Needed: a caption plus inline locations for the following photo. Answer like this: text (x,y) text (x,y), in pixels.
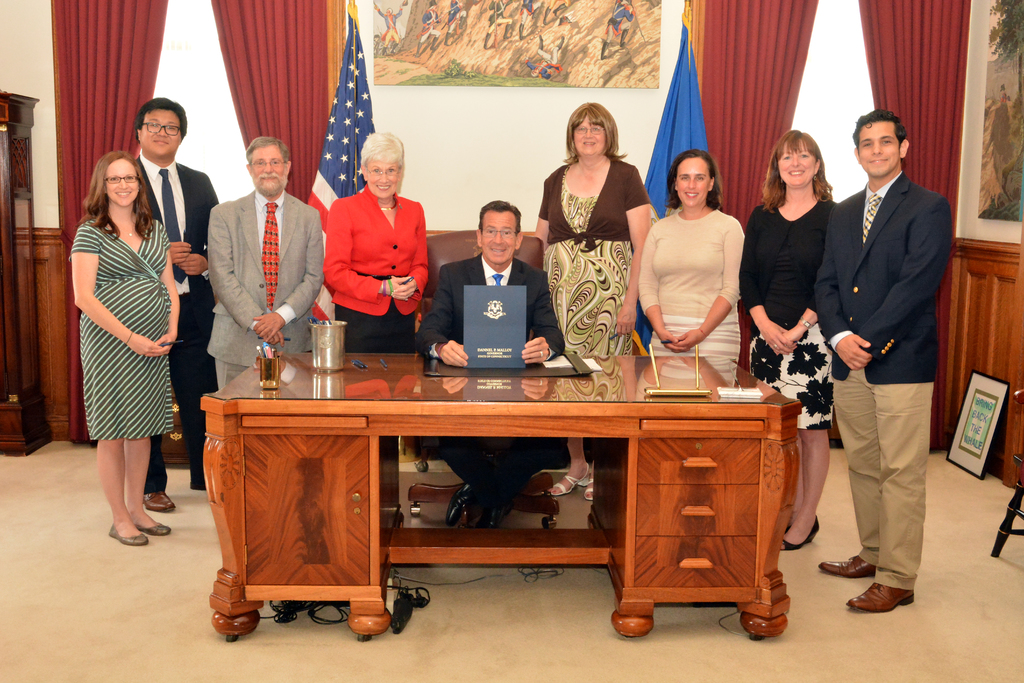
In the image there are few men (284,271) and women (643,283) on either sides of the table (409,433), in middle there is a man (480,271) sat on chair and right side (800,11) and left side (186,31) there is window (181,74) with curtains (909,65) and in middle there is a painting (619,21).
